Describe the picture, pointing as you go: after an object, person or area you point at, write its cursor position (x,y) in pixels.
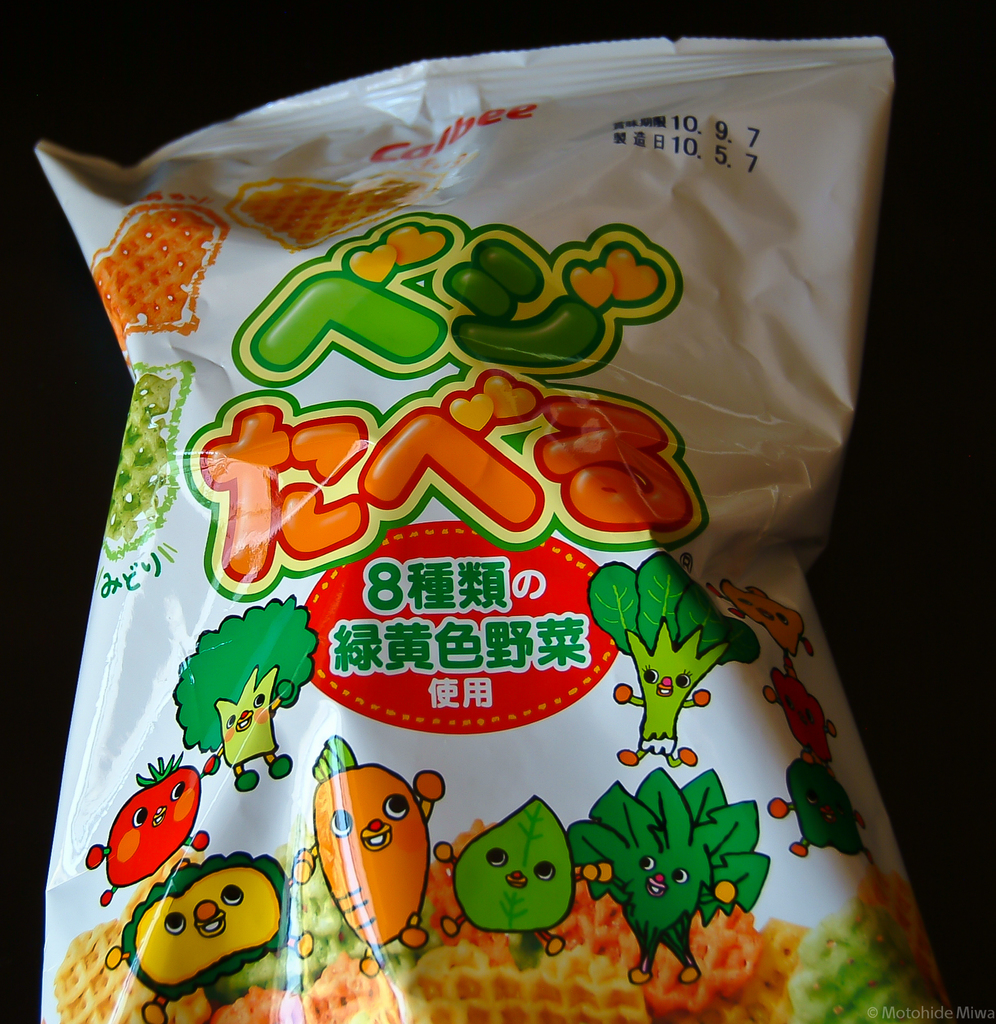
In this picture we can see a packet (336,288) and in the background (951,379) it is dark.
